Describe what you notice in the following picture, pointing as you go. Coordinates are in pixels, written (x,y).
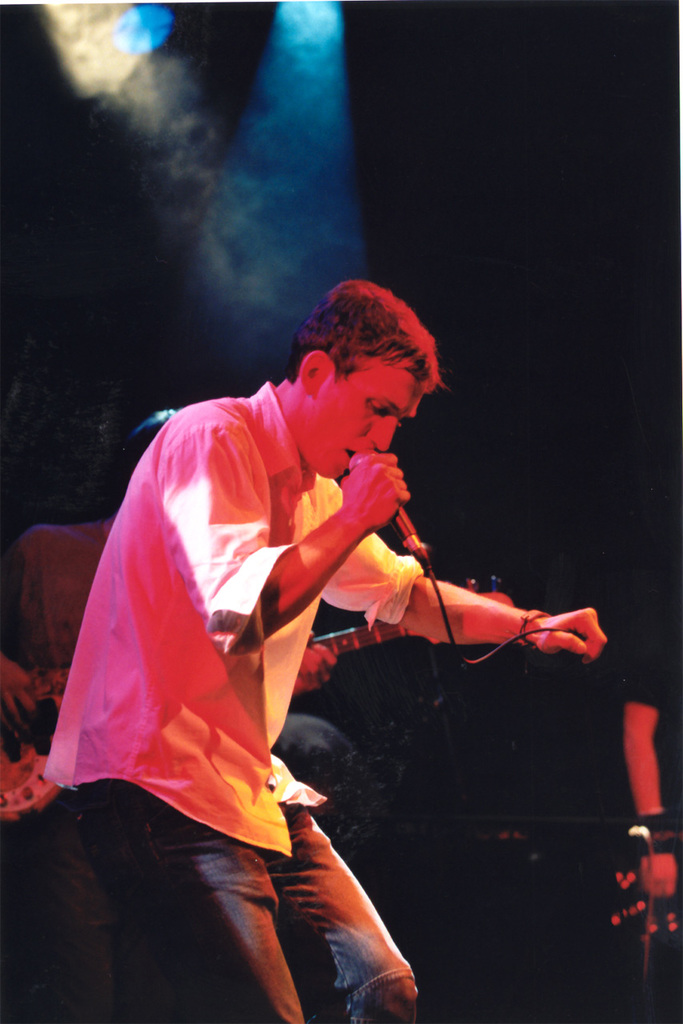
In this image there is a man (453,607) standing on the stage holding a microphone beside him there are some other people (35,560) playing musical instruments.
